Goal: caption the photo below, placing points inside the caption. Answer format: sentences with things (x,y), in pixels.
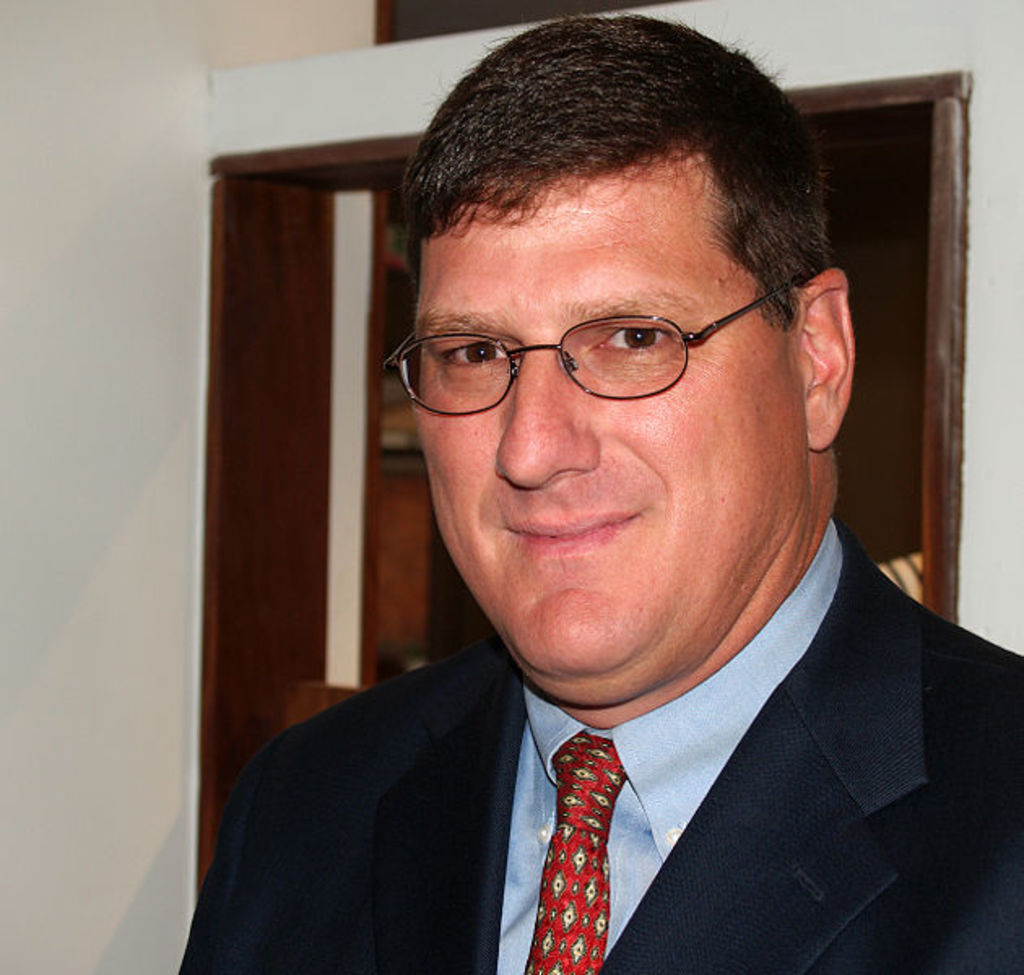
In this picture I can see a man (797,602) in the middle (478,561), he is wearing the tie (607,768), shirt (611,829), coat (854,840) and spectacles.
